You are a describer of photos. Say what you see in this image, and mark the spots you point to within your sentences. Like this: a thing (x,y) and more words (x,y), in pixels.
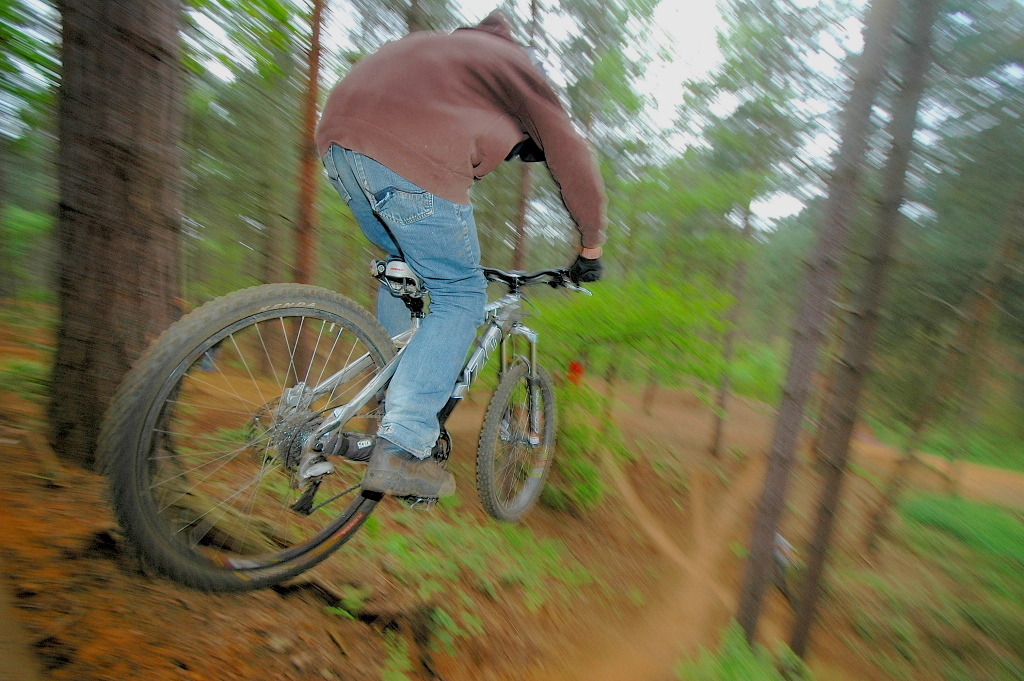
In this image there is a person (369,199) wearing brown color sweatshirt (454,184) riding bicycle (208,309) and at the background of the image (771,168) there are some trees (102,37).
